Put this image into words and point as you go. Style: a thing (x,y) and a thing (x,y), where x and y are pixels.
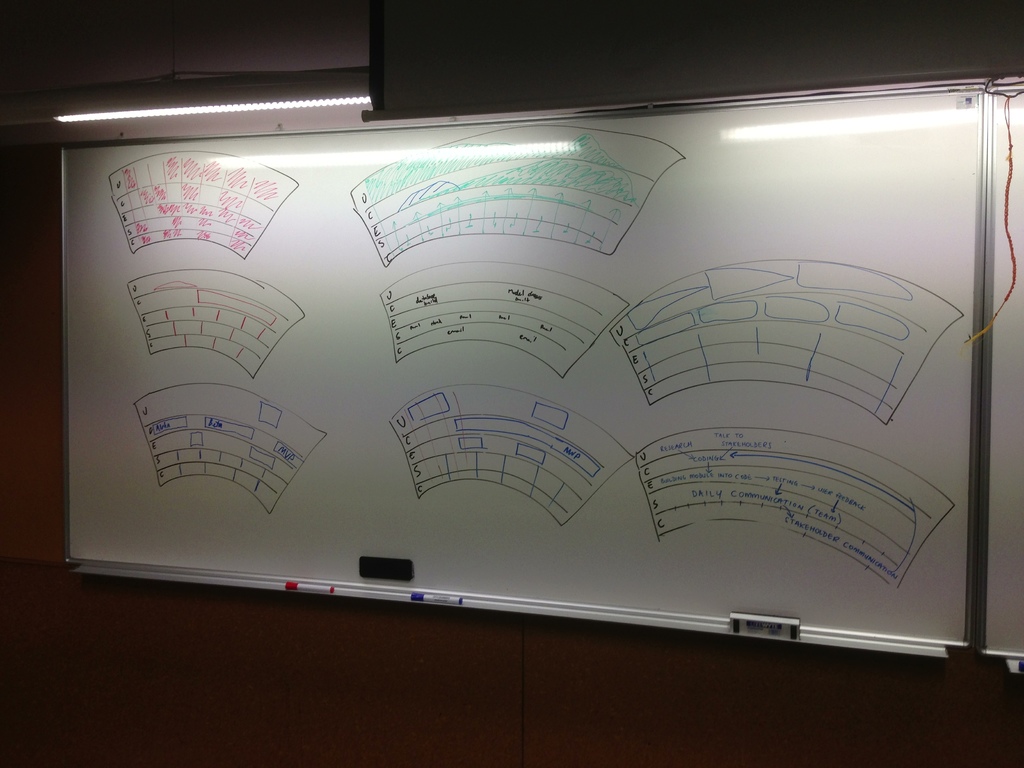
In the foreground (430,265) I can see a white board (496,394), light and a wall (36,167). This image is taken may be in a hall (580,456).
